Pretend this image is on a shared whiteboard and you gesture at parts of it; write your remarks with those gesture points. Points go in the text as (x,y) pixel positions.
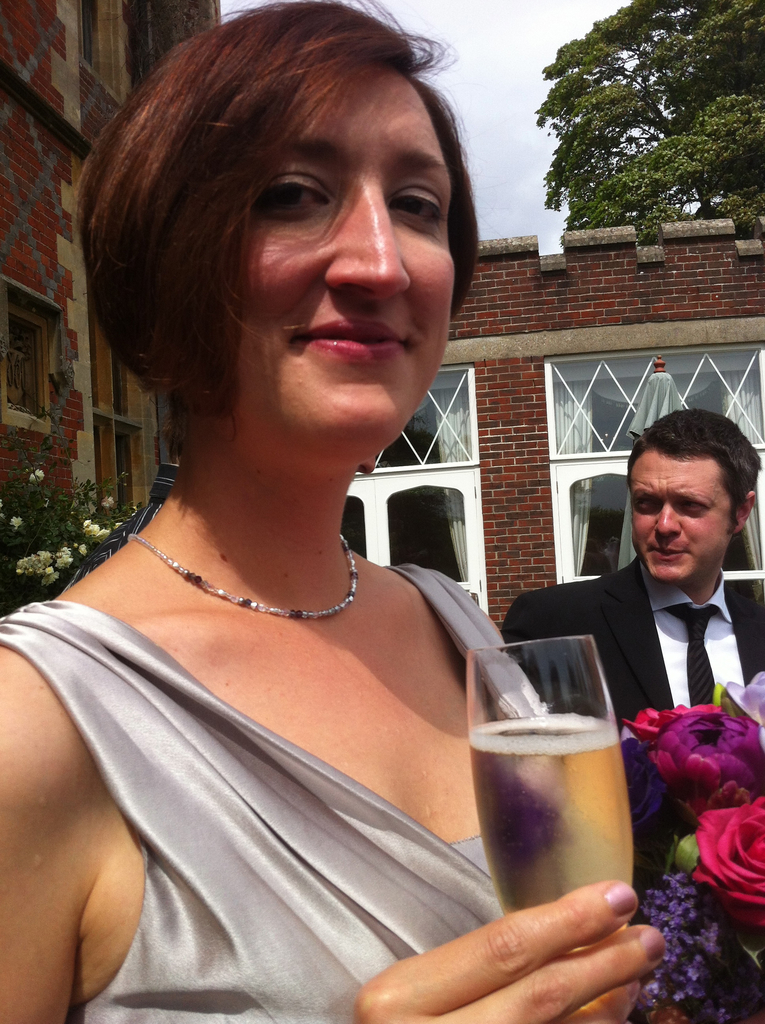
In the center of the image (259,673) there is a lady (319,805) standing. She is holding a glass (572,798) in her hand (554,930), behind her there is a man (693,648). On the right (666,938) there is a bouquet (679,868). In the background (513,416) there are buildings (558,347), trees (604,208) and sky (493,112).
